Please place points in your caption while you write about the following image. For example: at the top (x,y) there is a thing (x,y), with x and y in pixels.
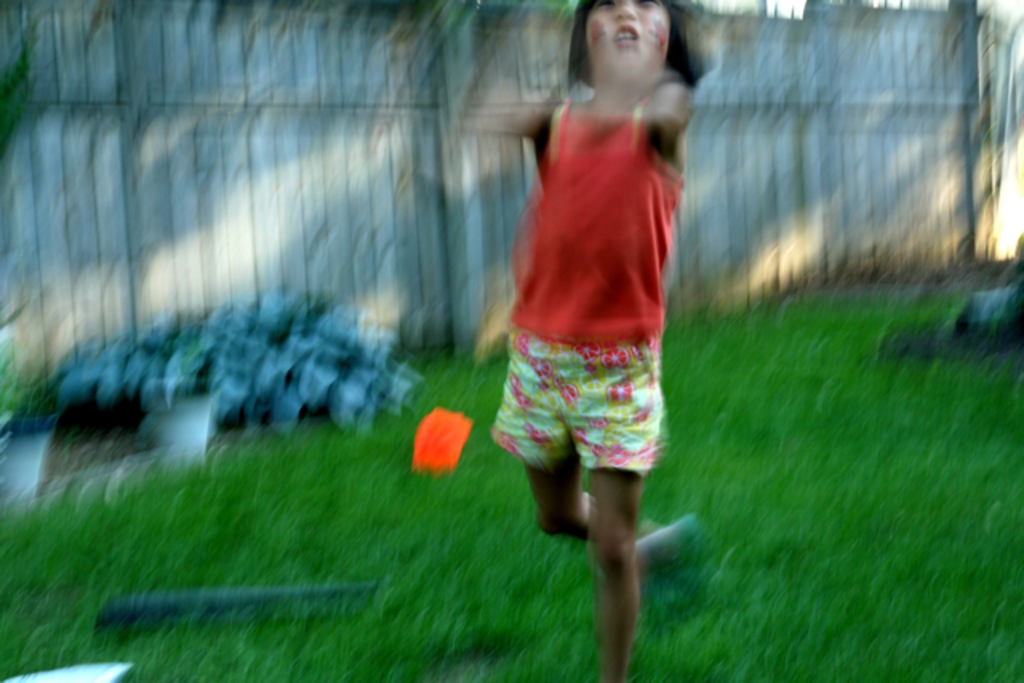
In the picture we can see a girl (614,544) standing on the grass surface (869,582) with one leg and the picture is not clearly visible and behind her we can see some things (46,398) are placed near the wall (51,149) which are not clearly visible.
